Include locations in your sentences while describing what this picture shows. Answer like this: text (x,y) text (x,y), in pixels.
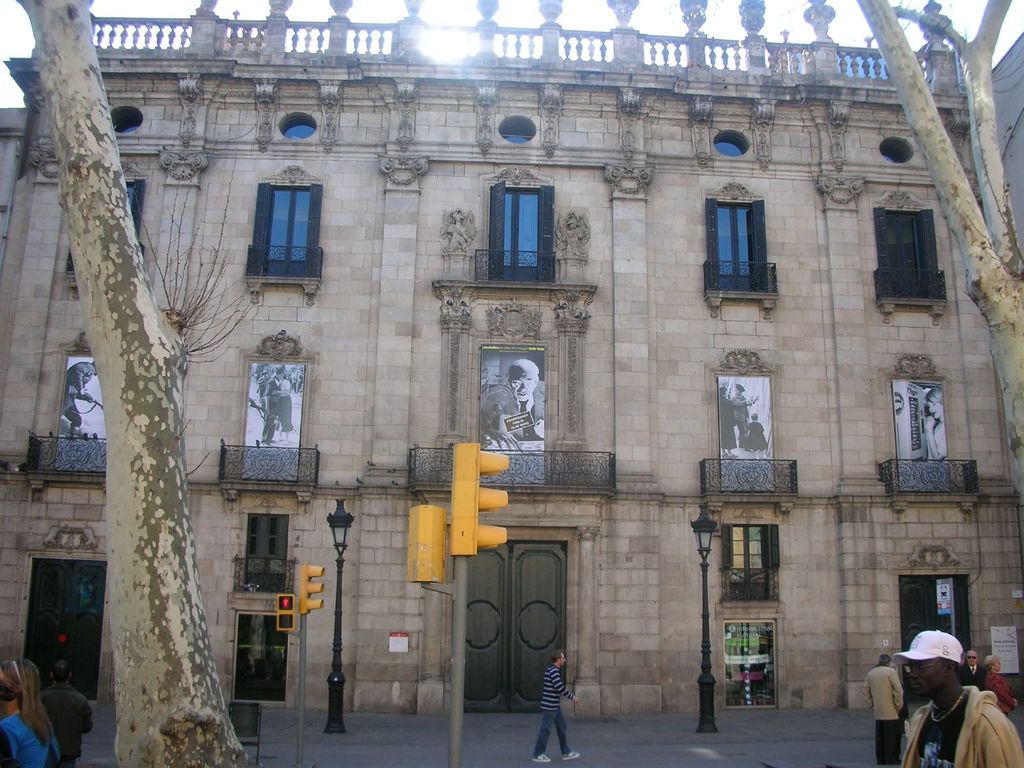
This picture is clicked outside. On the right (954,699) we can see the group of people (946,688). In the center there is a person (553,720) walking on the ground (533,724). On the left (39,709) we can see the two persons (68,719) and we can see the trunks (126,319) and branches (1004,151) of the trees (156,735). In the center (477,496) there is a door (529,592) and we can see the lamps (332,525) attached to poles (343,715) and traffic lights (441,552) attached to the poles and we can see the building (385,138) and the windows (773,637) and doors (908,618) of the building (874,571) and we can see the pictures (494,389) of some persons (513,394) on the building (628,420). In the background (780,12) there is a sky (659,15).
